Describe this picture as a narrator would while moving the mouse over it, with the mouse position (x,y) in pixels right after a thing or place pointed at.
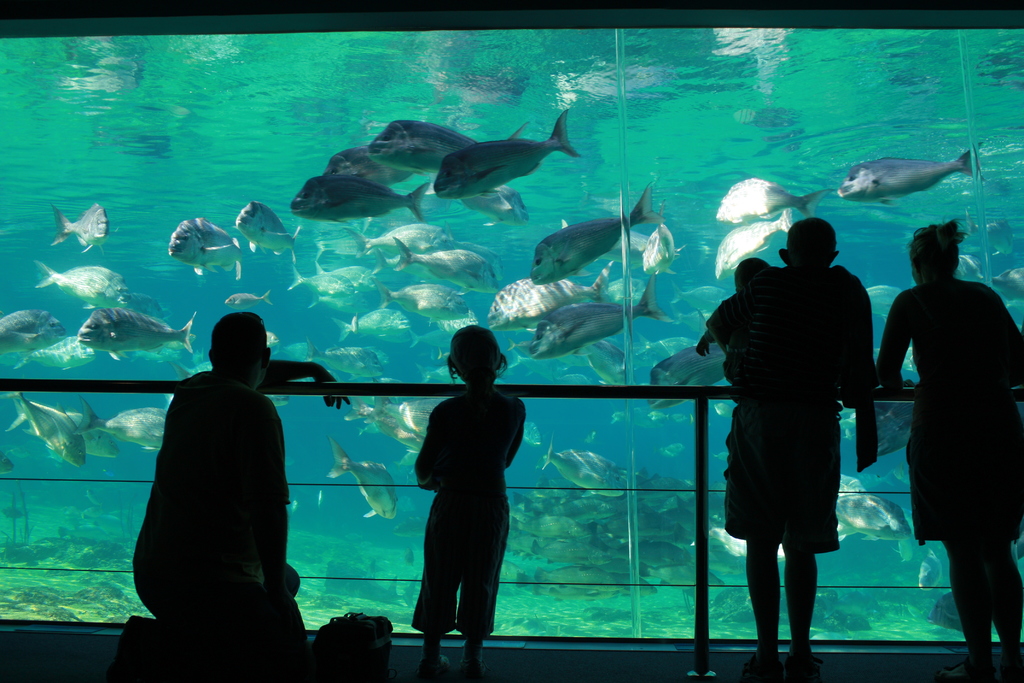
In this image, on the right side (1004,475), we can see two people (917,405). On the right side (831,245), we can also see a person (834,245) holding a kid (748,283) in hand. In the middle of the image (457,416), we can see a kid (498,488). On the left side (241,437), we can also see a person (199,487) is in squat position. On the left side (324,673), we can also see a bag (324,658). In the background (376,248), we can see some fishes (194,235) in the water (137,239).
